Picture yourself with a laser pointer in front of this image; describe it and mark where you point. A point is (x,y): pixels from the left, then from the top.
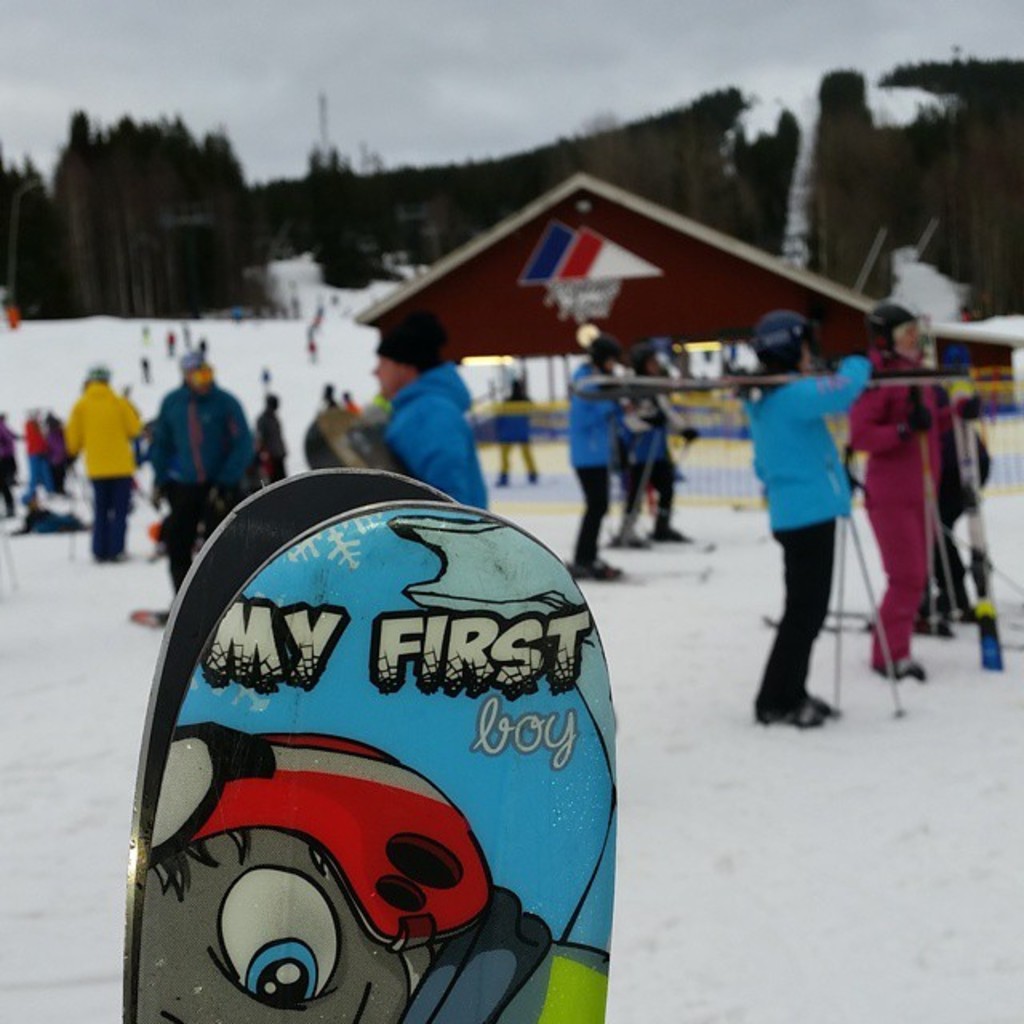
Here in the right side (782,667) a person (780,419) is standing by holding skis (913,377). This person (795,422) wore a blue color coat (832,445) and few other people (602,401) are standing at here, it looks like a house (590,253). In the long back side there are trees (225,275).
